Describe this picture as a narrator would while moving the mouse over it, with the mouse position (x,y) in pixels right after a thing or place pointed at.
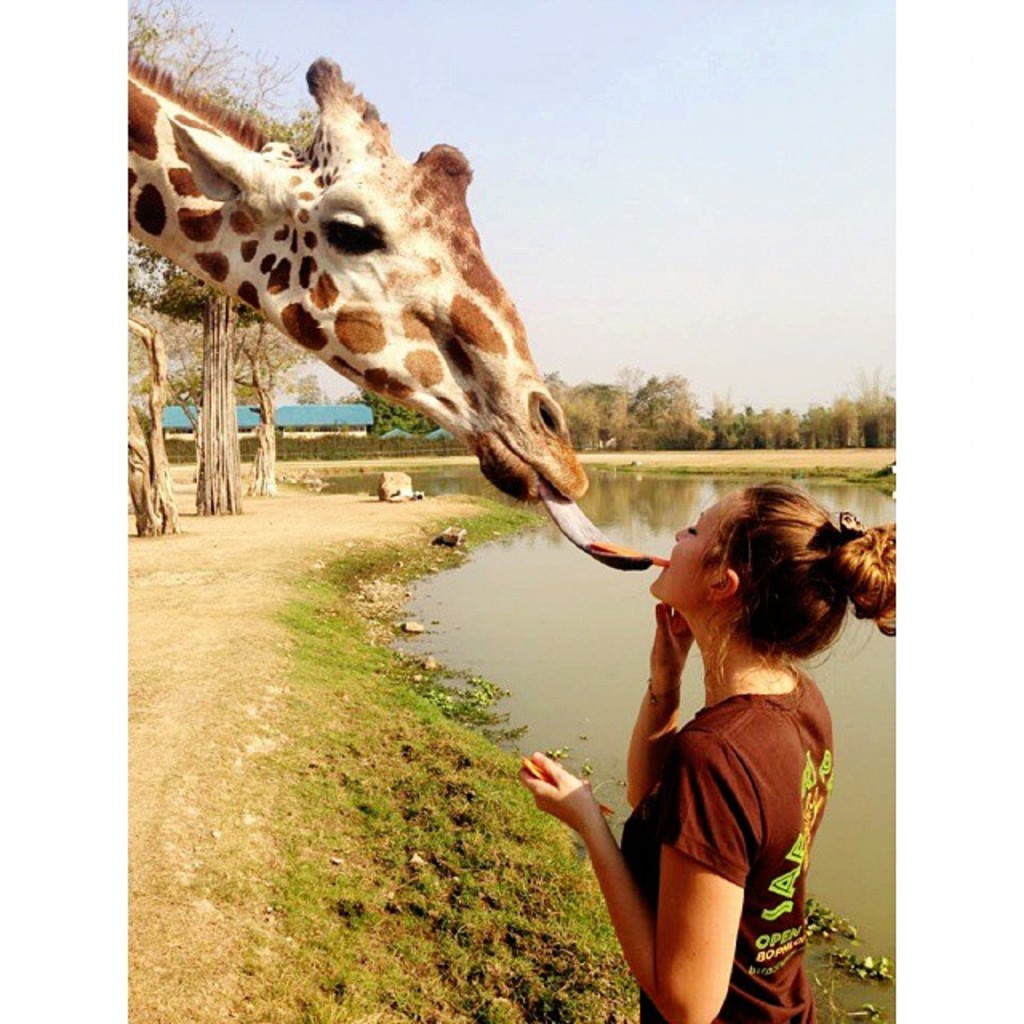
This picture shows a giraffe (566,483) and we see its tongue (574,532) out and we see a woman (668,696) standing and we see water (590,621) and trees (687,420) and a cloudy Sky (666,307).
